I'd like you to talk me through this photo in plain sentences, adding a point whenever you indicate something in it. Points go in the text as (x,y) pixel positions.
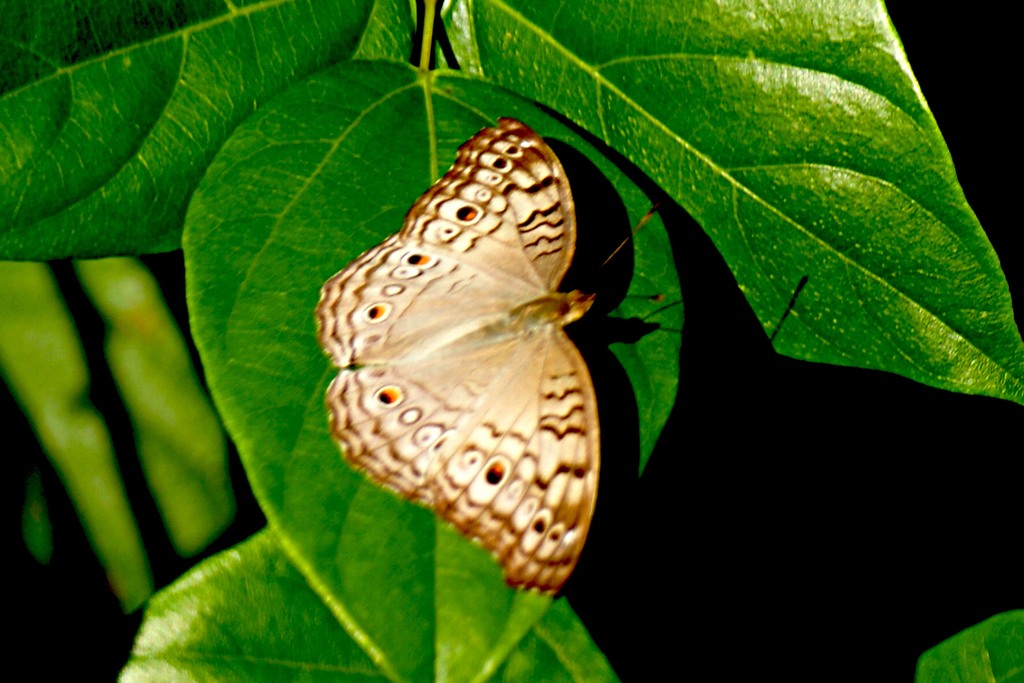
In this image, we can see some leaves (386,509) and a butterfly (470,429). We can also see the dark background (973,35).
